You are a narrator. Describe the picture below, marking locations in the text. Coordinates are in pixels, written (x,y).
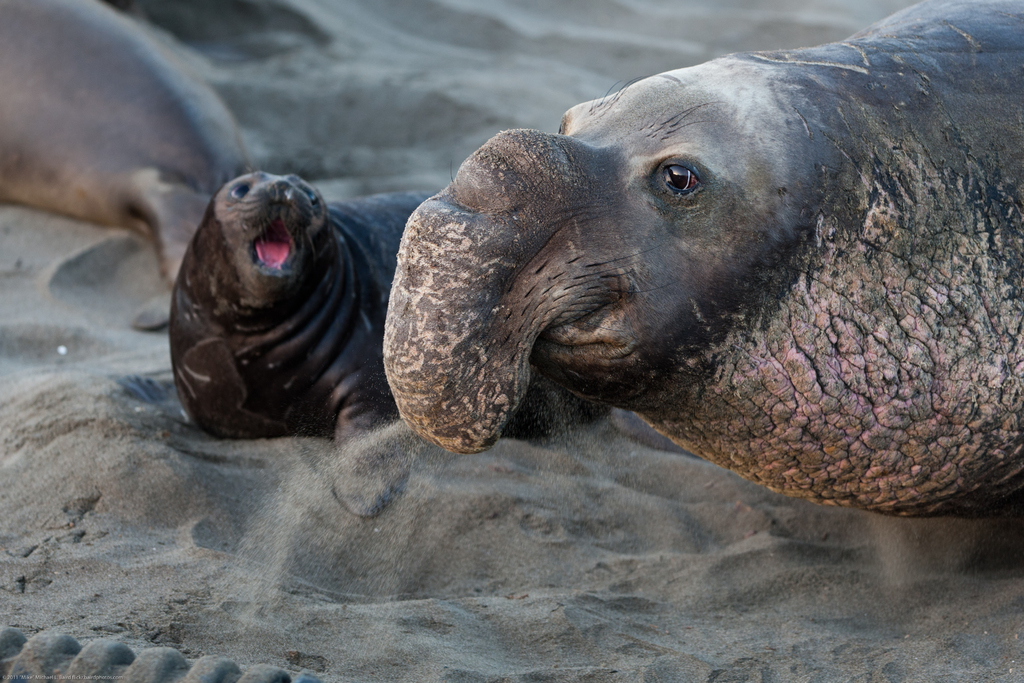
Here in this picture we can see elephant seals (504,169) present on the ground (415,447) and we can see sand (216,454) covered over there.
